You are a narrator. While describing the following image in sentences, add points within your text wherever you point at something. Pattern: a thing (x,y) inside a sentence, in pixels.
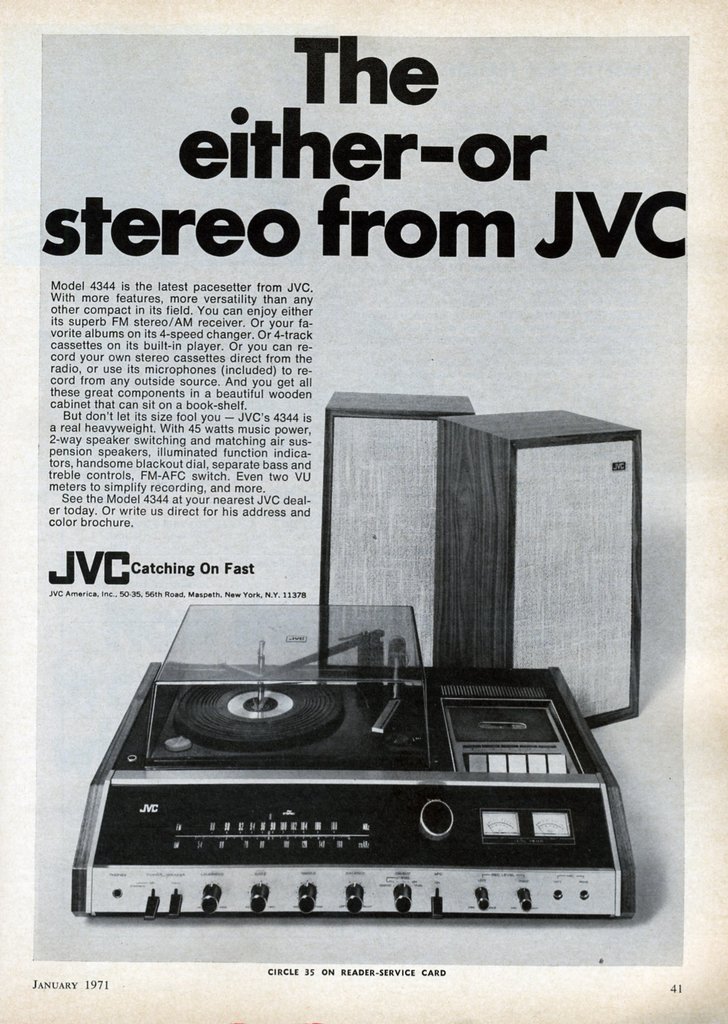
There is a sound system (350,695) present at the bottom of this image (365,747) and there is some text (243,431) at the top of this image (312,308).
